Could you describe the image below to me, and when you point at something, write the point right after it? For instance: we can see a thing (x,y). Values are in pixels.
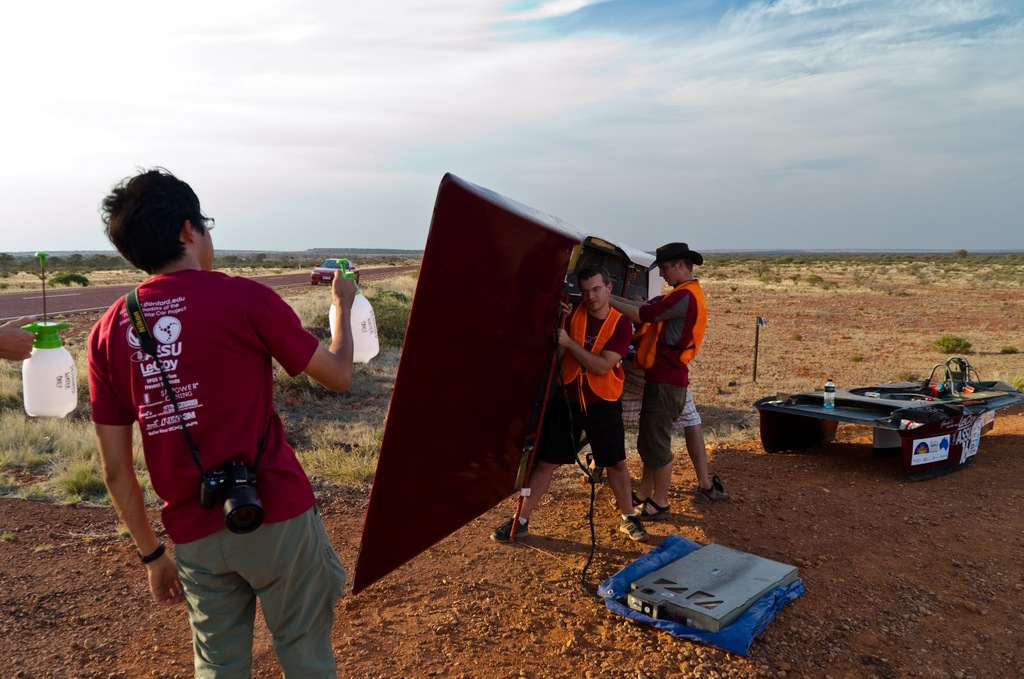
In the center of the image (596,423) we can see people (667,393) standing and holding a metal sheet (496,382). At the bottom (711,576) we can see some equipment (700,559). On the left (199,329) there is a man (221,284) holding a bottle (353,332). In the background (310,282) there is a car (334,270) on the road (85,306). On the left (17,352) we can see a person's hand (26,343) holding a bottle (50,343). In the background (783,251) there are trees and sky (416,198).
